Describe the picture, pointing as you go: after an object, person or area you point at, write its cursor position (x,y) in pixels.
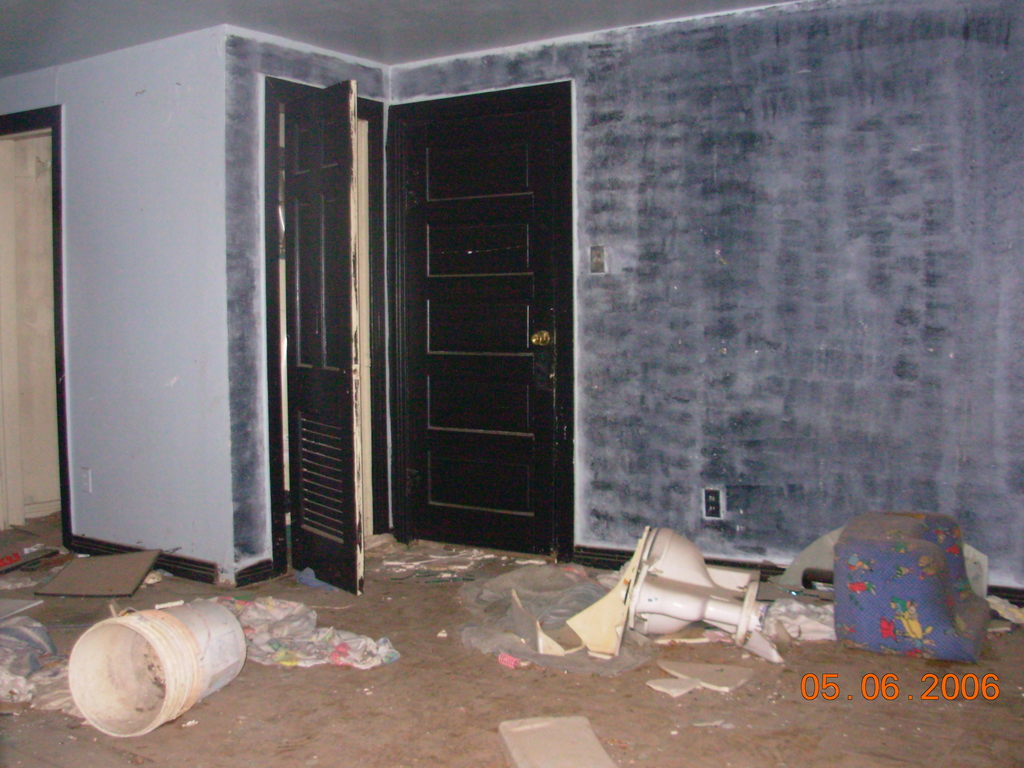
This image taken from inside. In this image there is a bucket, toilet seat (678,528) and so many objects (54,650) on the surface (568,681), it's look so messy and in the background (889,283) there is a wall (962,299) and doors (464,455).
